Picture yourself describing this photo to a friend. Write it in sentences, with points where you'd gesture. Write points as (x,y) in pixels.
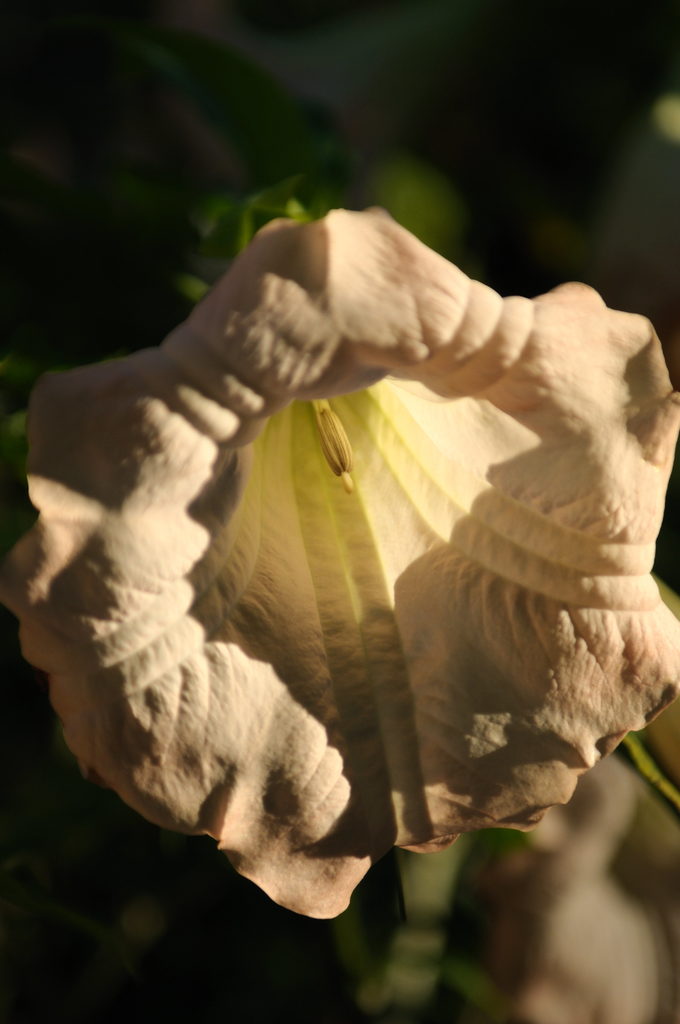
In the picture we can see white color flower (227,617).
